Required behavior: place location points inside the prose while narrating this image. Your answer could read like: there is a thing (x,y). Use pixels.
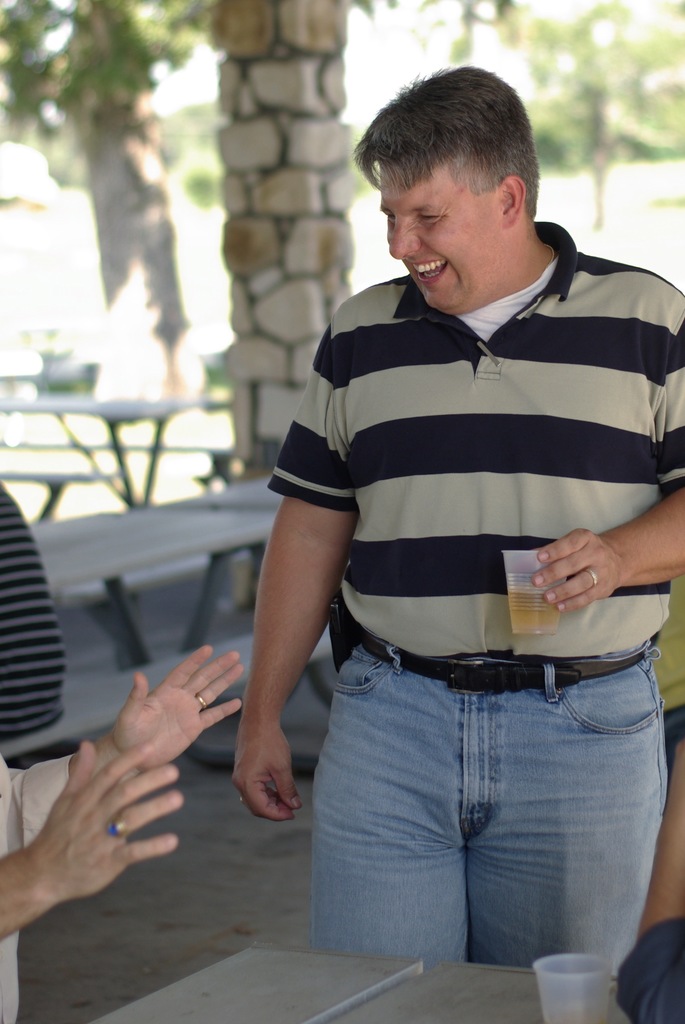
In this image we can see a man (410,345) is standing and smiling. He is wearing brown-black color t-shirt (464,507) with jeans (511,729) and holding glass (541,589) in his hand (547,580). At the bottom of the image (321,1005) table (400,1006) is there. On table (511,1012), glass (597,997) is present. Left side of the image (49,845) one more person (34,804) is there. Background of the image (184,533) table (165,548), chair (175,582), pillars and trees (119,247) are there.
